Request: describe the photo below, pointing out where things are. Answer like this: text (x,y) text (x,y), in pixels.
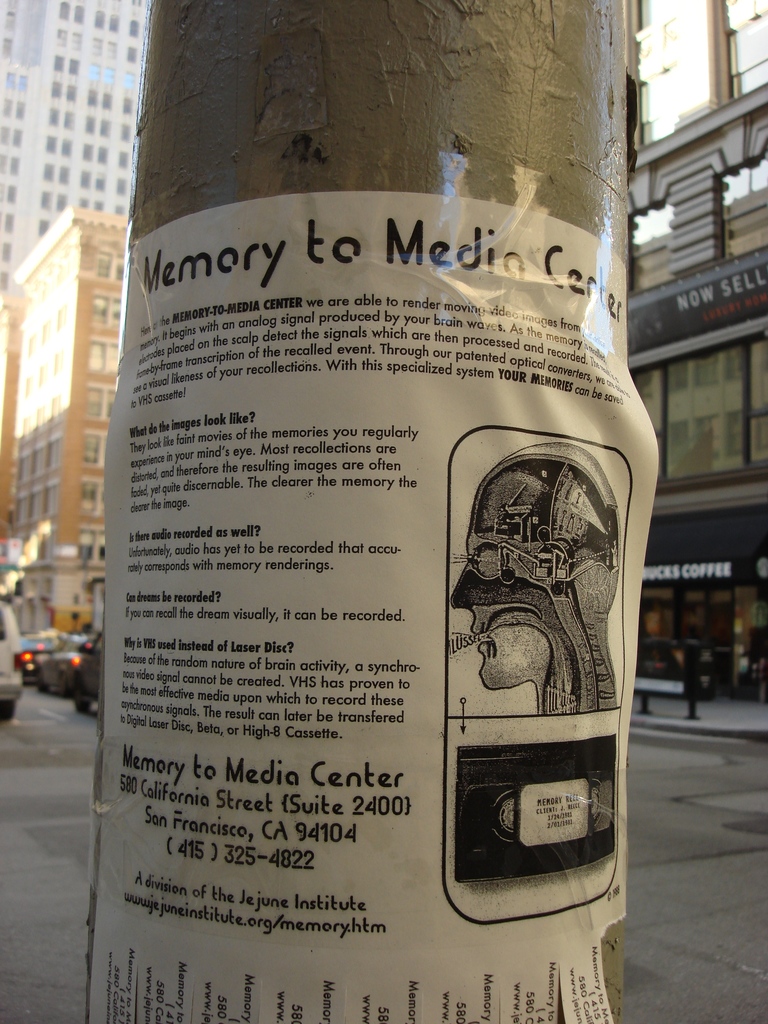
As we can see in the image there is a poster (394,546) in the front (373,482). In the background (92,31) there are buildings (651,274), bench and vehicles (47,669).
